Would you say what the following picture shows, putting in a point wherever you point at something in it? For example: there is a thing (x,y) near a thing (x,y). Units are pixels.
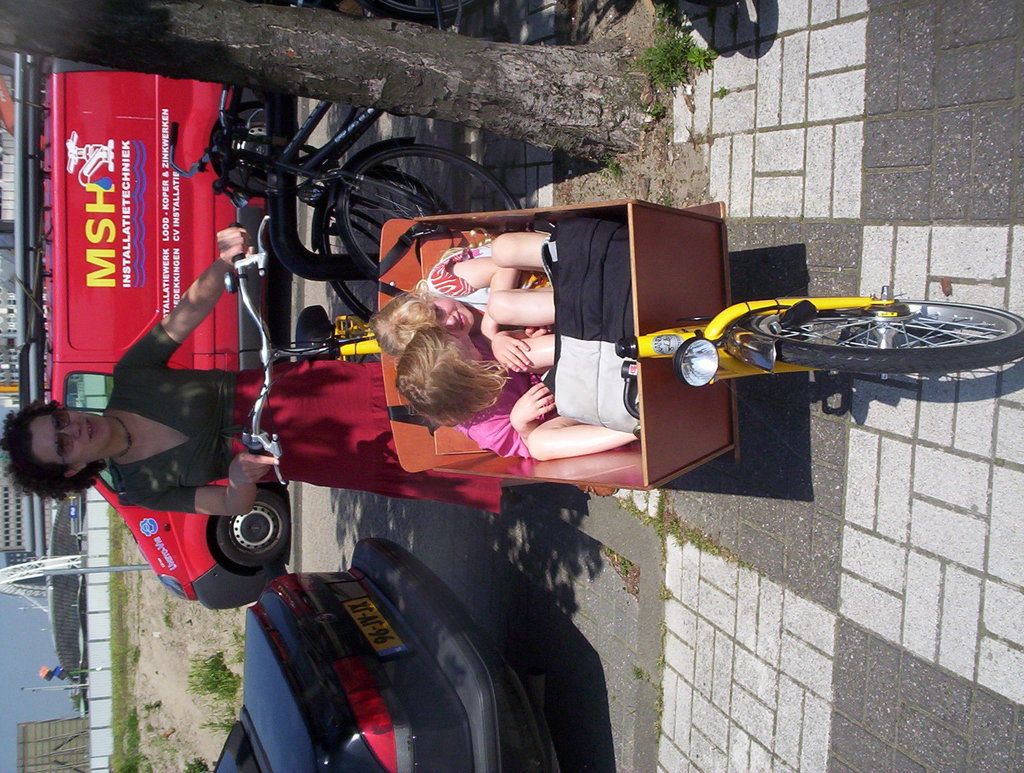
In this image we can see a lady (299,443) holding a bicycle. At the bottom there is a trolley (729,255) and we can see girls (507,320) sitting in the trolley (723,403). There are cars (312,583) and we can see bicycles (327,214). At the top (362,47) there is a tree (472,60). In the background (65,764) we can see buildings (53,629) and sky (64,714).
